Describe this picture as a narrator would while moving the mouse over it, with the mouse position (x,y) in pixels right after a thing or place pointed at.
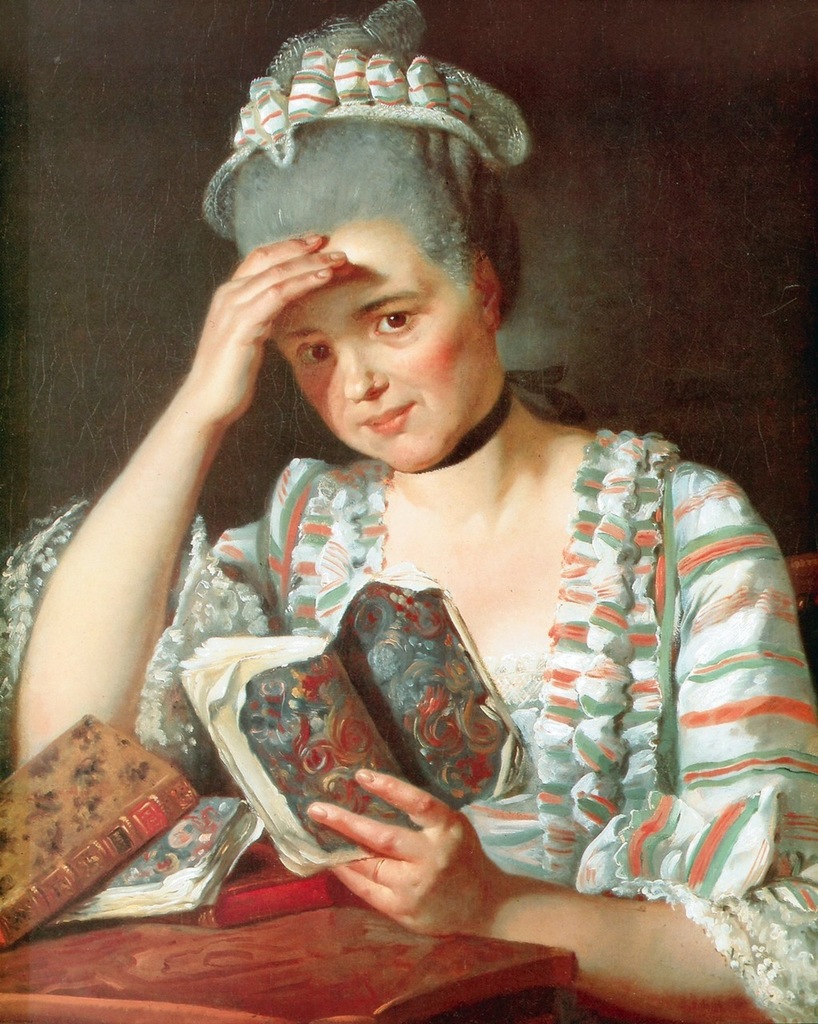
In this picture we can see a woman (184,414) holding a book (349,684) in her hand (419,901). There are some objects (146,893) visible on the table (167,989).
